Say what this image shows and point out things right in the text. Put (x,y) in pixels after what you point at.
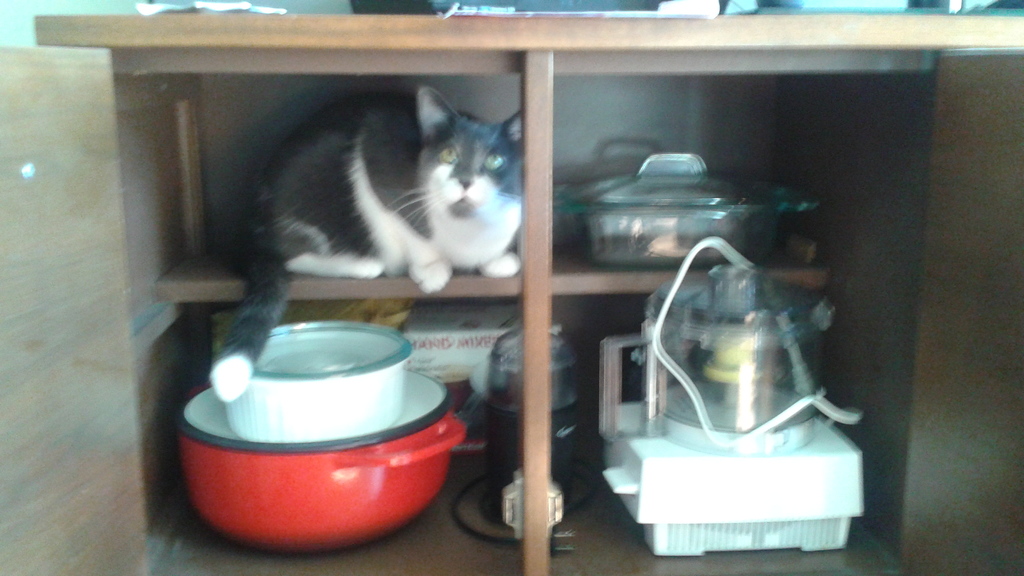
In this image I can see the brown color rack (543,449). Inside the rack (513,291) I can see the cat (395,202) which is in white and black color. And I can see some utensils (236,483), pan (307,525) and mixer grinder (623,418) in it.
